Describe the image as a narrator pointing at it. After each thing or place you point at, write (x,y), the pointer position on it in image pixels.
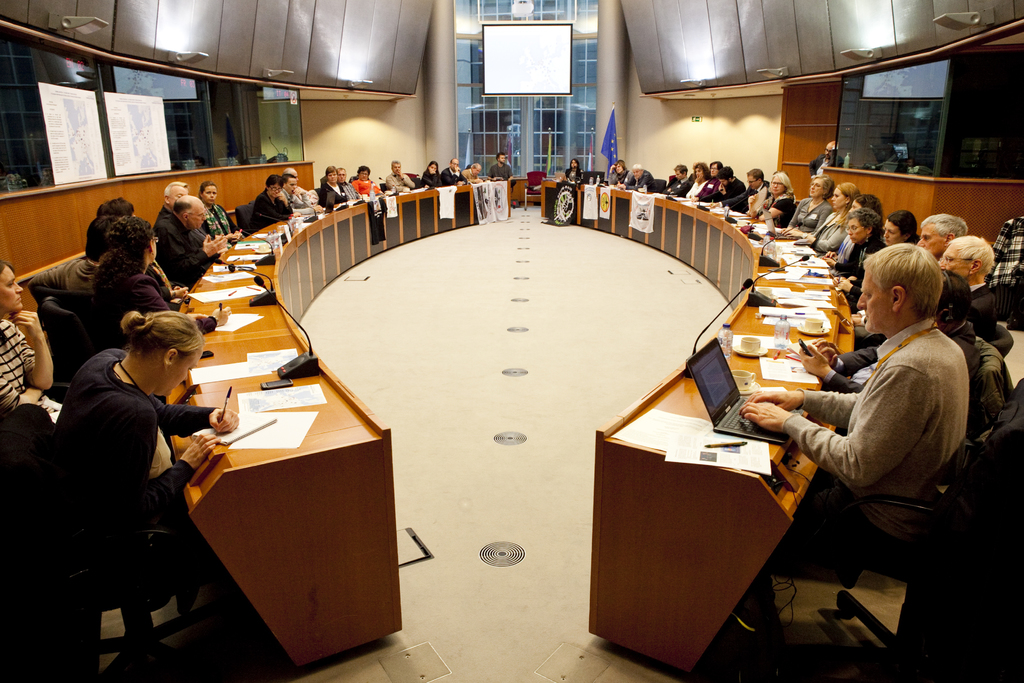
this picture shows a group of people (125,218) seated on the chair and we see laptops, papers (789,376), water bottles (783,342) and microphones (763,293) on the table (676,237).
